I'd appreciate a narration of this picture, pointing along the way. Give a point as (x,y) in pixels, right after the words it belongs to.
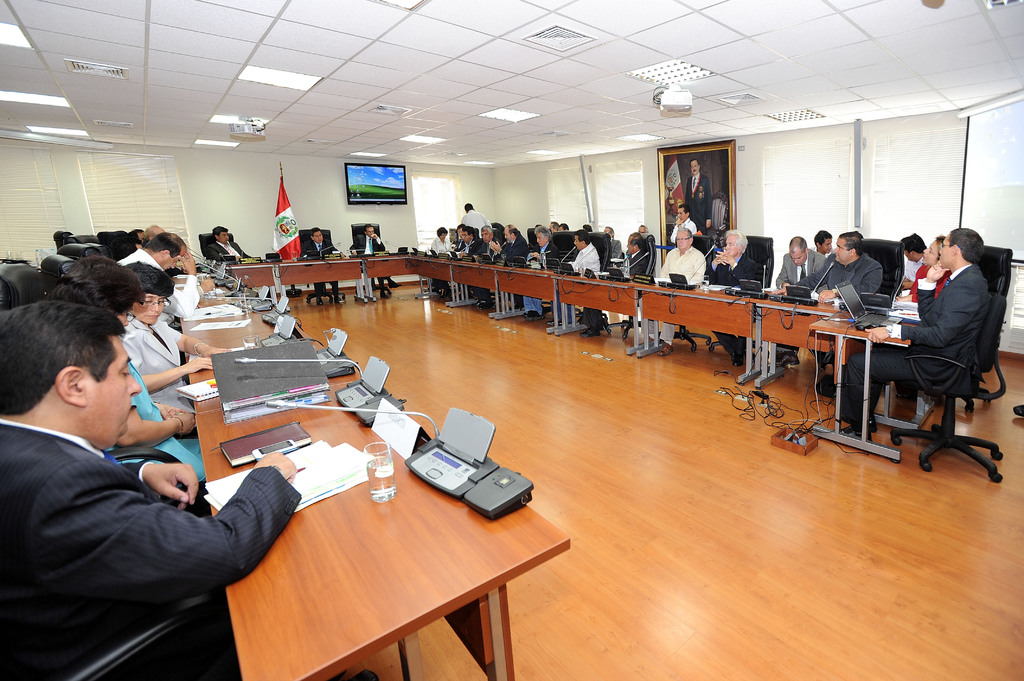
Here we can see group of people (258,462) sitting on chairs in a chamber (659,260) and in the Center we can see a flag post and beside that we can see a monitor (371,169) and at the right side (735,158) we can see a photo frame (735,141).
